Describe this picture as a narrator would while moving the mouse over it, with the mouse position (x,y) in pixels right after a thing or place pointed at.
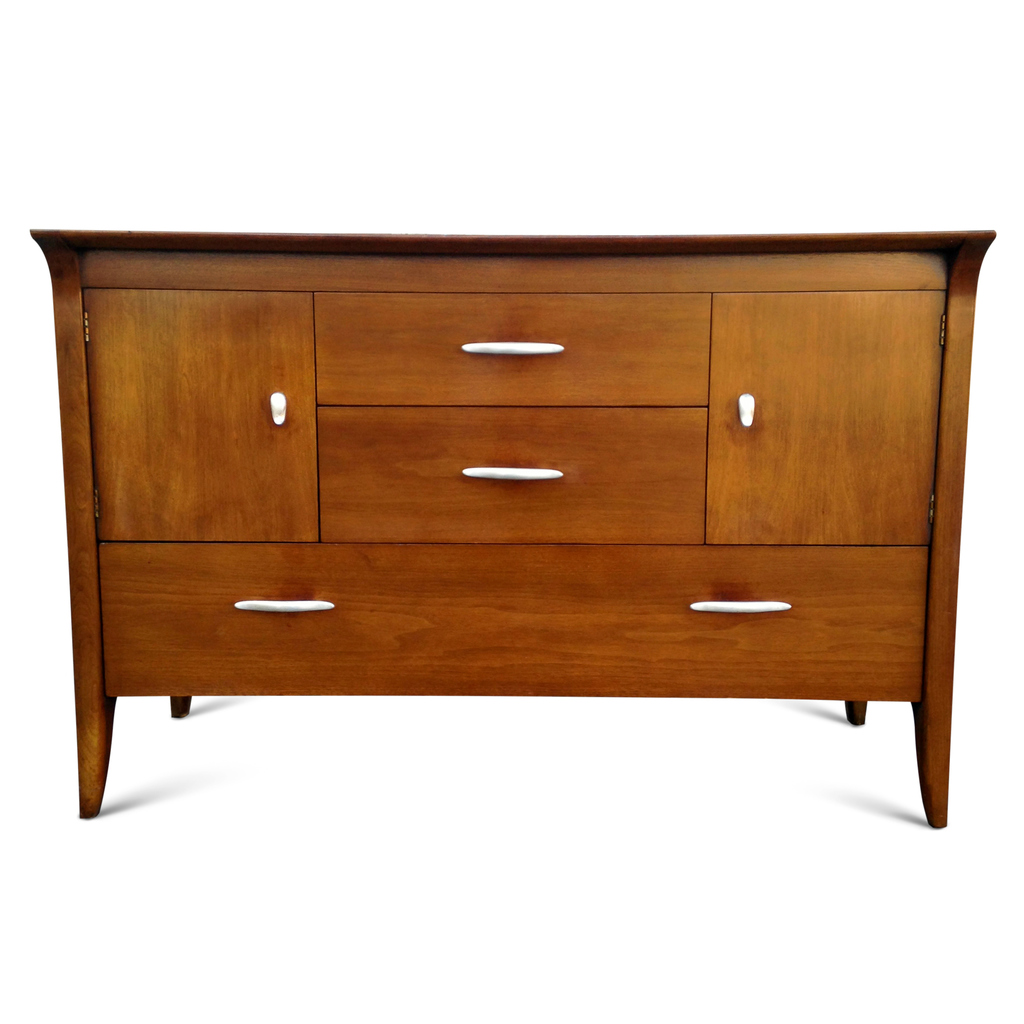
In this image, we can see a wooden table (516,563) and cupboards (723,478). We can see a drawers (512,436) and holders (494,476). And we can see a white color holders (278,611) in the bottom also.
